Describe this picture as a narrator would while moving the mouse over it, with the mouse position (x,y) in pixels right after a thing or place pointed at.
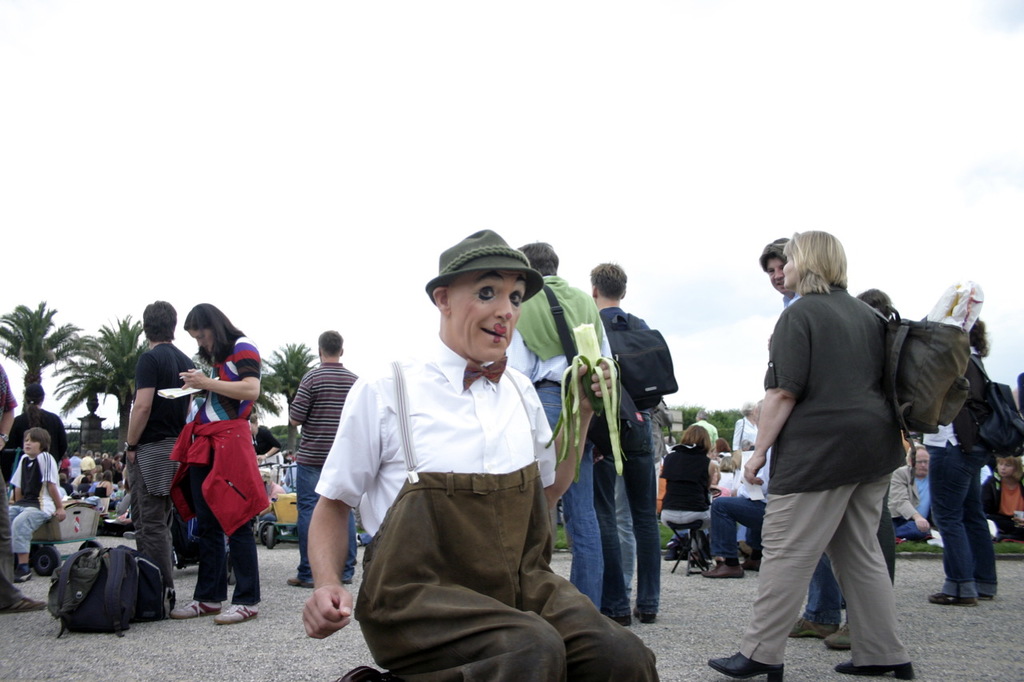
In this picture I can see a man (403,387) who is sitting in front (478,612) and behind him I see number of people (62,487) and on the left side of this image (132,576) I see bags (95,601) on the ground (139,633). In the background (85,354) I see the trees (124,396) and the sky (553,117).
